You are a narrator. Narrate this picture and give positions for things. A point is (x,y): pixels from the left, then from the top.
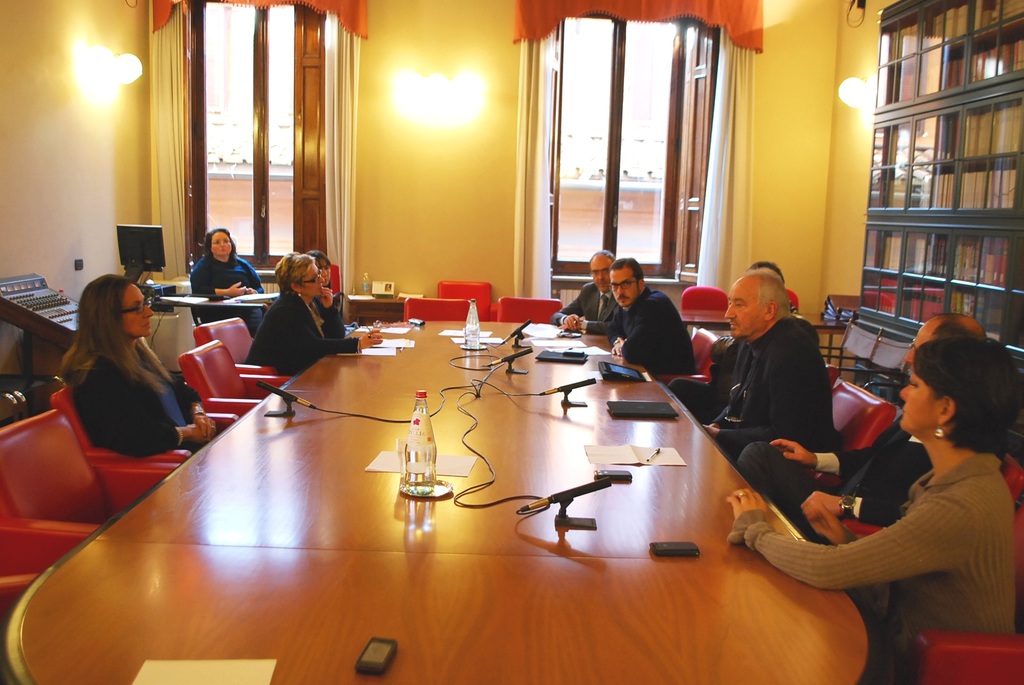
A group of people (108,339) are sitting on the chair (239,355) around a table (372,365). Here it's a window (297,237) on the left (212,190) there is a light (109,88).
